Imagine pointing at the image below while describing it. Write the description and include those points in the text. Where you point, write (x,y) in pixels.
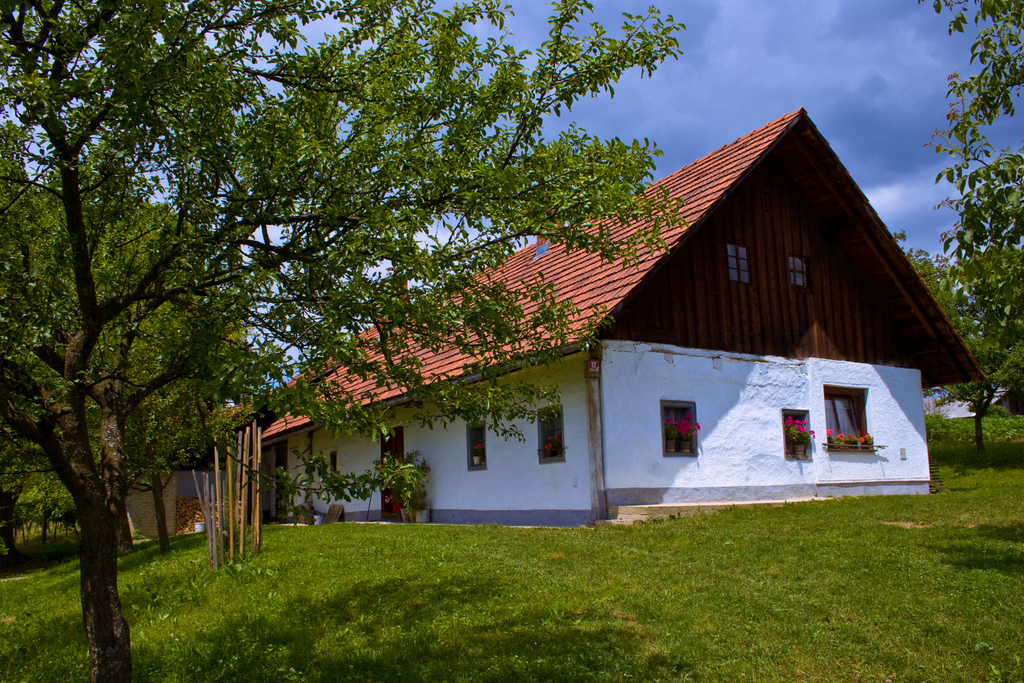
There is a house (642,348) and there are trees (600,325) on either sides of it and the ground (627,615) is greenery (748,615) and the sky (753,31) is cloudy.
